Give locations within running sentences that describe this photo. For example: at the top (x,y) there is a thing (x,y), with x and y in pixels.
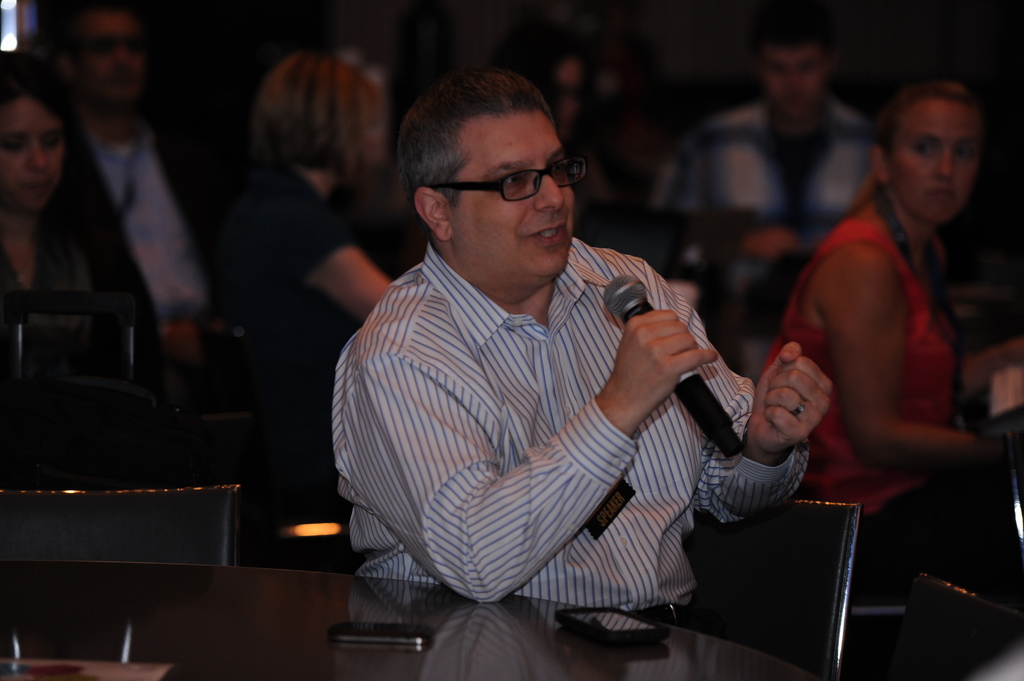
In the foreground of the picture (434,346) we can see a person (480,458) sitting in a chair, he is holding a mic (620,316). In the background (327,108) we can see people (950,212) but they are not clear.
